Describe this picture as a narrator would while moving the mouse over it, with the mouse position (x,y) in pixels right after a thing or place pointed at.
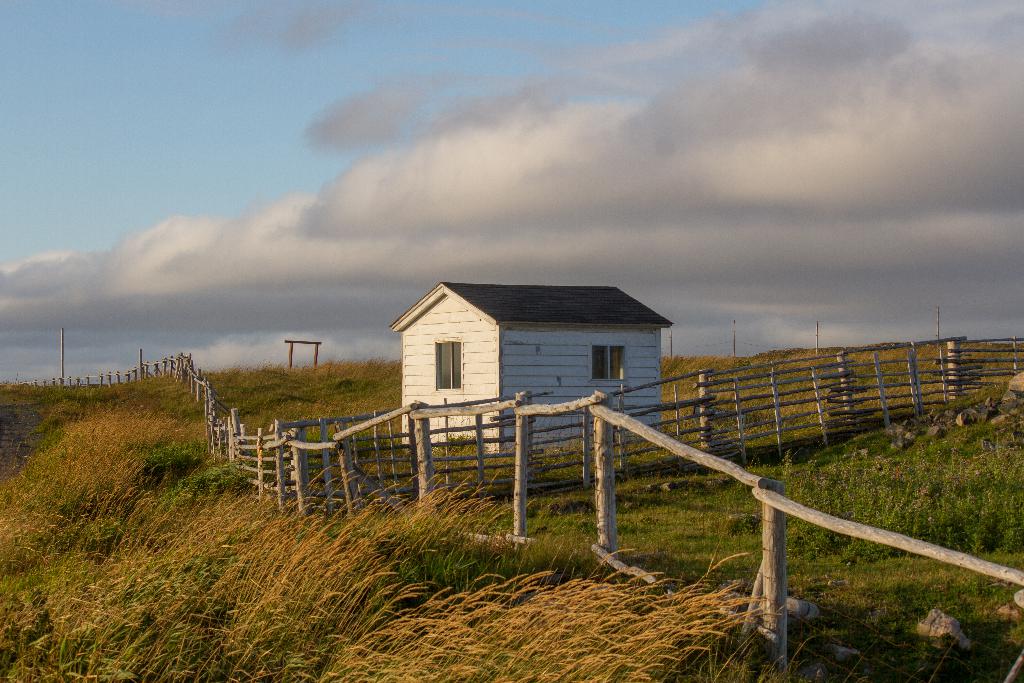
In this image, we can see a house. We can also see the ground (89,610) covered with grass (78,605) and plants (63,672). There are some poles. We can see the sky (676,351) with clouds (257,334). We can see the fence (460,458).
